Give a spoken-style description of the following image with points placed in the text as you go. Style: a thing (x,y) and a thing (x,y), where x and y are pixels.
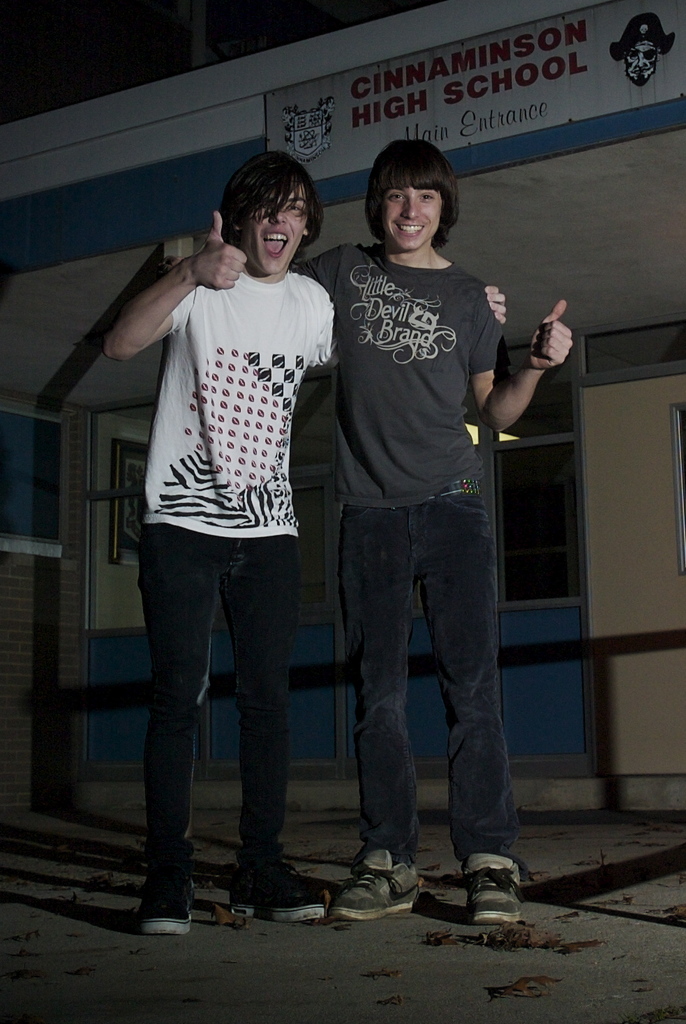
In this image we can see two persons (350,435) standing on the ground (373,945) and there is a building (160,355) with text (461,101) in the background (475,101).
